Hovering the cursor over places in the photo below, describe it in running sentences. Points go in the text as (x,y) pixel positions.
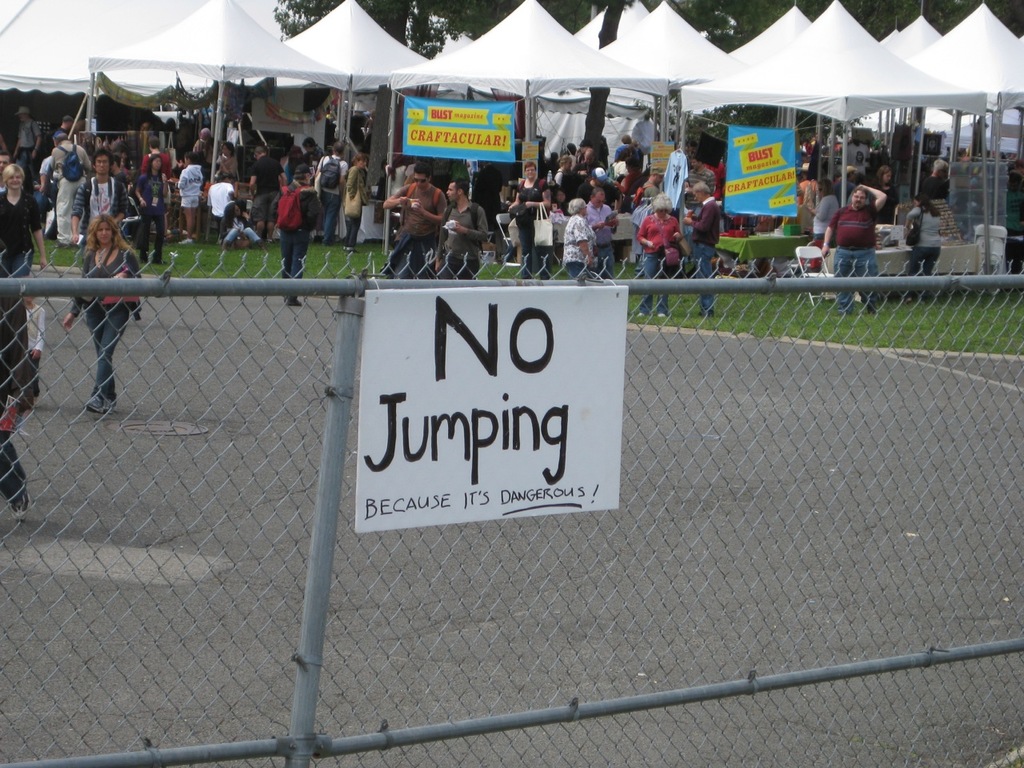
This is an outside view. In the foreground (566,594) there is a net (428,606) to which a white color board (514,368) is attached. On the board (479,420), I can see some text (452,429). At the back of this net (173,477) there is a road (276,379). I can see people (4,347) walking on this road (61,460). In the background (657,189) there are many people (420,190) standing under the tents (888,66). At the top (461,18) there are some trees (428,15).
